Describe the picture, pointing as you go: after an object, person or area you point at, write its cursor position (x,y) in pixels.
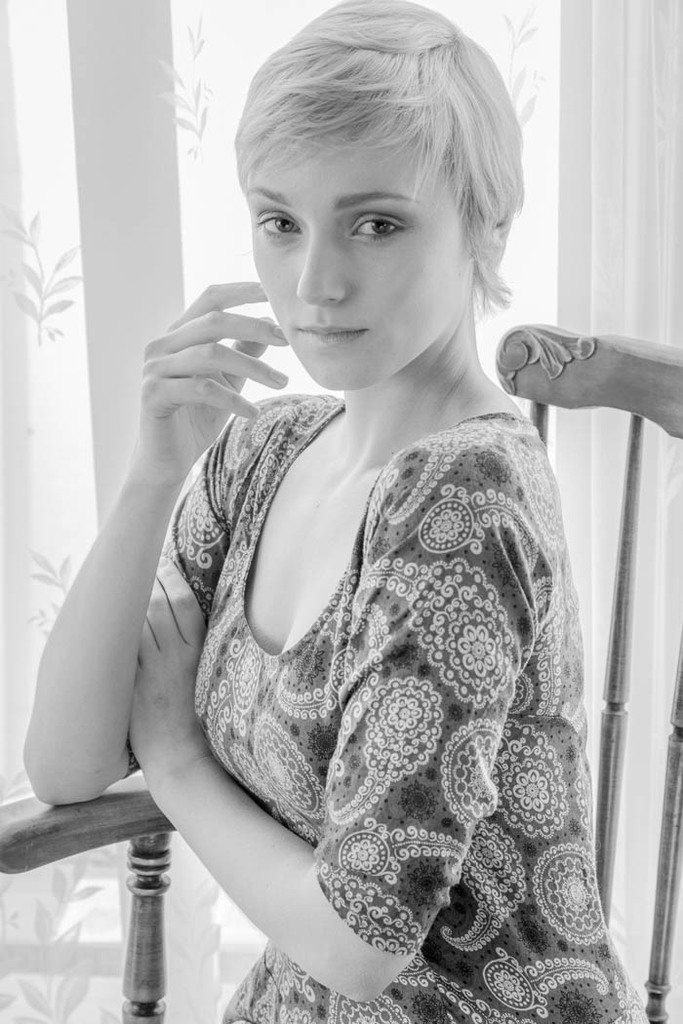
This is a black and white image. In this image we can see a woman (501,710) sitting on a chair (553,331). On the backside (493,345) we can see a curtain (481,345).
